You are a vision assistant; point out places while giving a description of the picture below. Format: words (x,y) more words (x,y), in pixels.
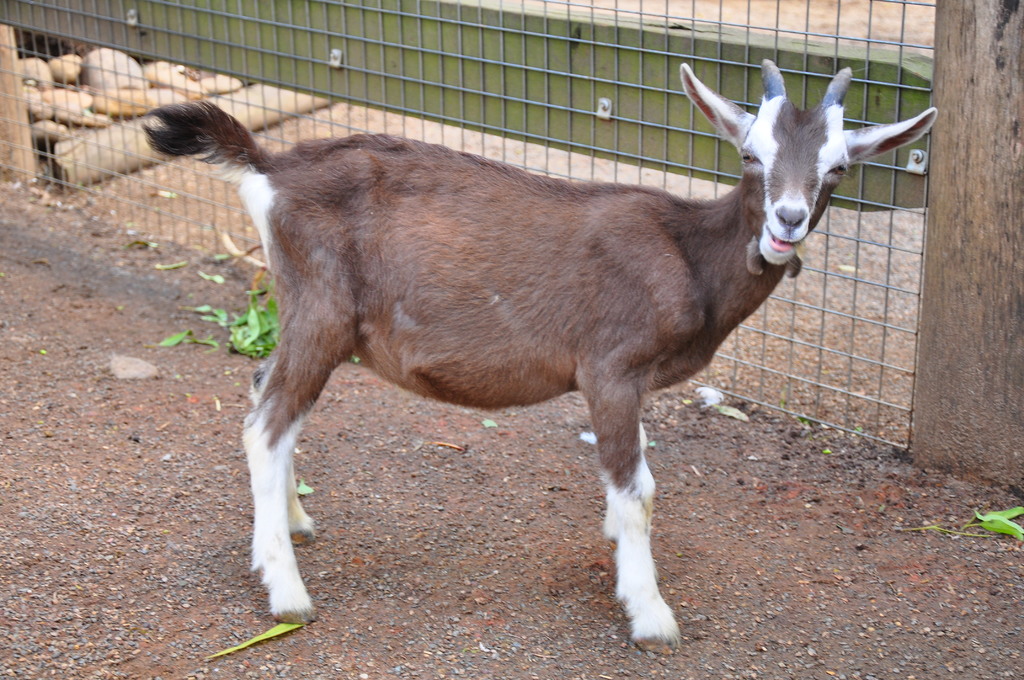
In the picture there is a goat (260,523), beside the goat (394,329) there is an iron fence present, there are stones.
